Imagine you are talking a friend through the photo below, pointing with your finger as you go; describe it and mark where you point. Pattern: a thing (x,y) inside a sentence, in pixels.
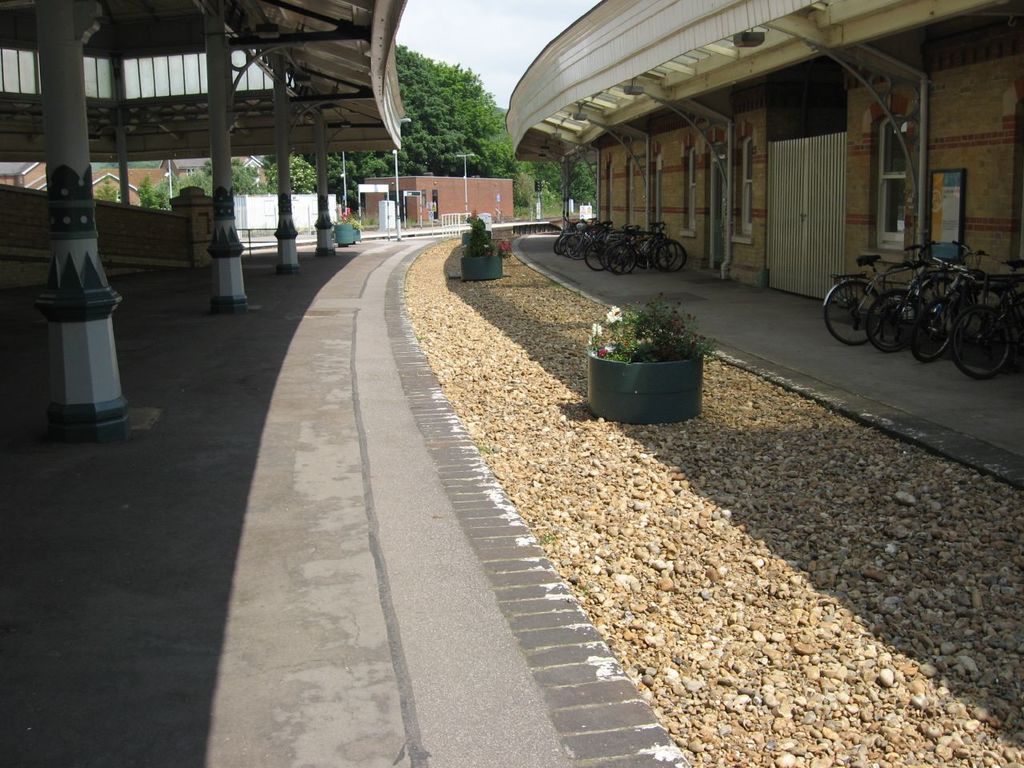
In this picture we can see few buildings (494,212), plants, stones (827,474) and bicycles (879,275), in the background (410,143) we can find few trees (372,175), poles (323,134) and few metal rods (450,224).
